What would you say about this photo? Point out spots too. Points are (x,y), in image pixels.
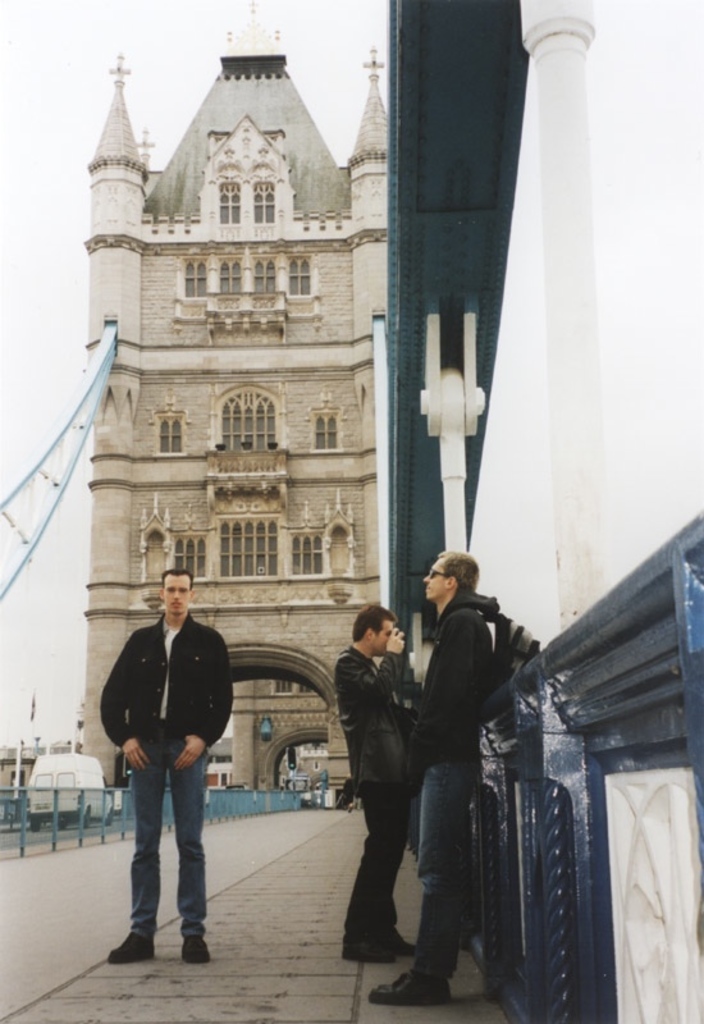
In this picture we can see three men (464,801) standing on a platform (334,857), vehicle (89,812) on the road (91,830), fence (211,796), buildings (337,456) with windows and in the background (53,58) we can see the sky (65,50).
